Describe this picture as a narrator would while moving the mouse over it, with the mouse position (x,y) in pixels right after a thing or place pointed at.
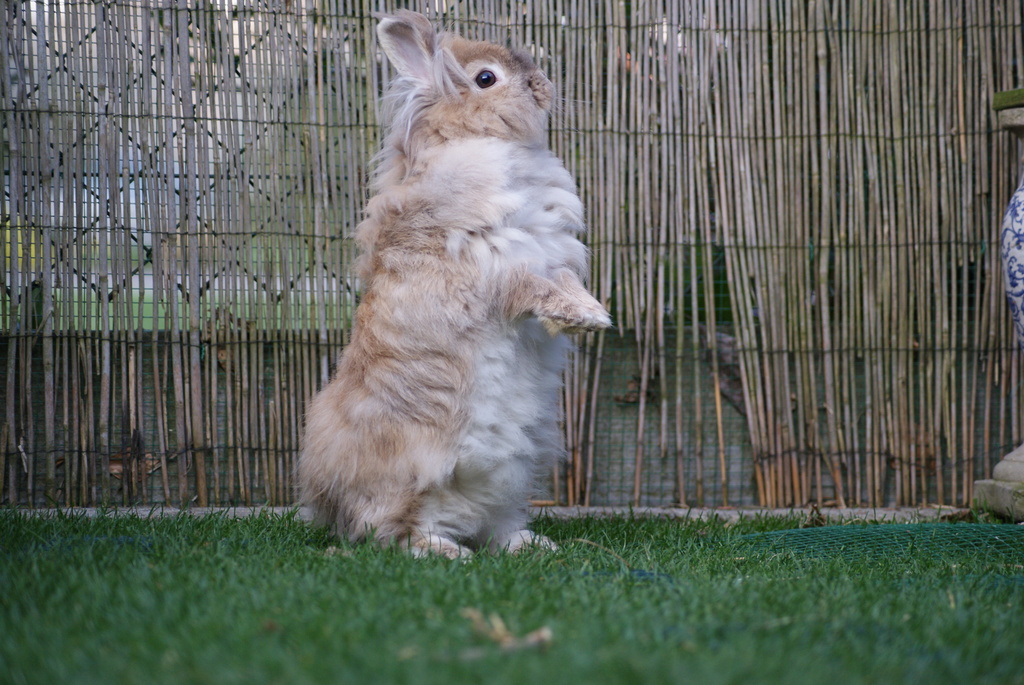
In this image there is an animal (480,376) on the grass (390,564), the grass (525,586) is truncated towards the bottom of the image (535,608), there is an object (831,545) on the grass (874,561), there is an object (1011,237) truncated towards the right of the image (1021,260), at the background of the image (212,205) there is a fencing (733,249) truncated.
